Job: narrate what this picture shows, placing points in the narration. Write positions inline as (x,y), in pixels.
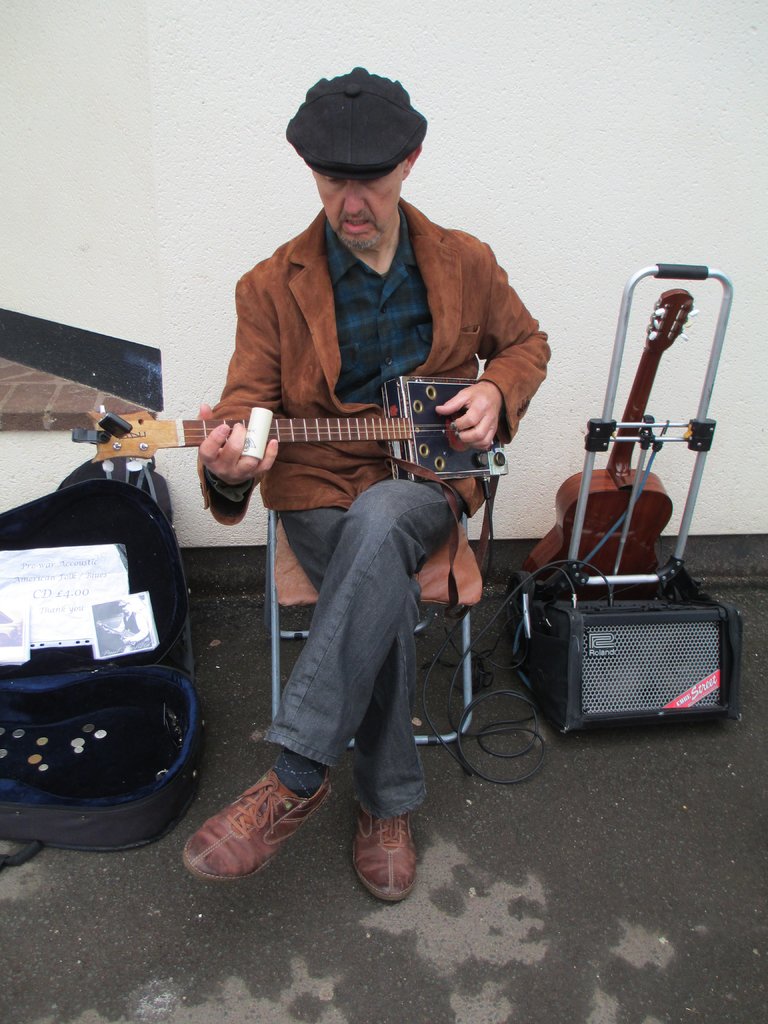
In the middle of the image (506,410) a man (412,794) is sitting and playing a musical instrument (465,462). Bottom right side of the image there is a guitar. Bottom left side of the image (119,778) there is a guitar box (120,504). Behind him there is a wall (710,35).
